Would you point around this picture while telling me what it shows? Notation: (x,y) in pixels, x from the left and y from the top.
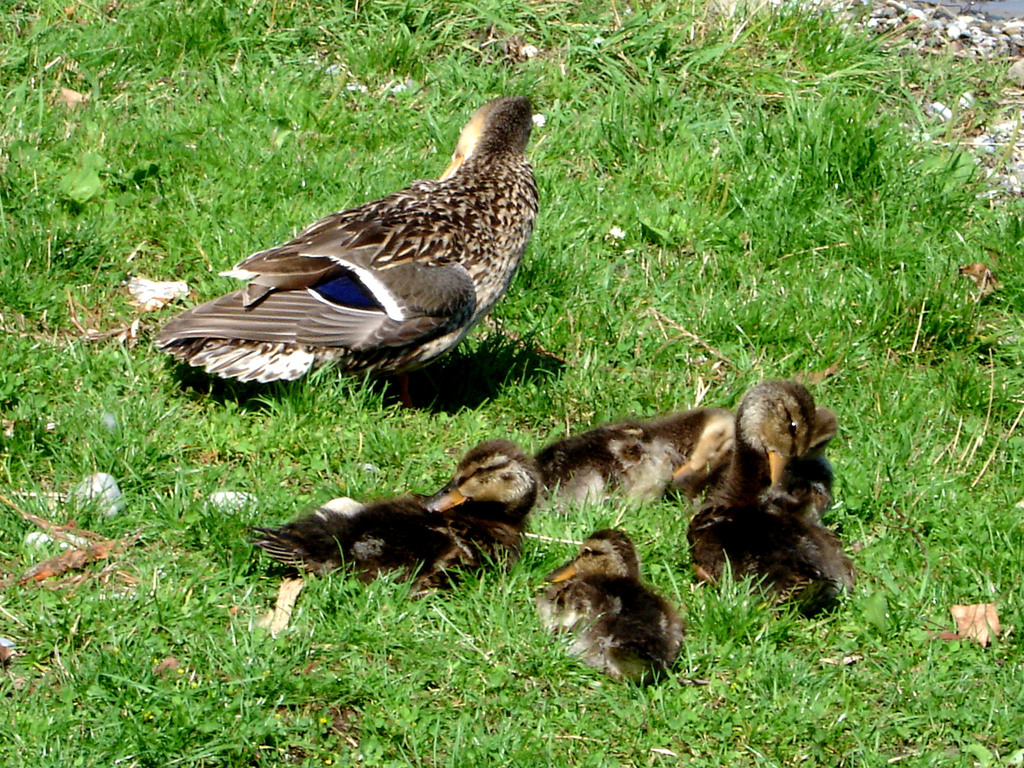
In this image I can see the ground (911,122), some grass (825,133) on the ground (641,163) and few birds (395,237) which are brown, cream, blue and black in color.
